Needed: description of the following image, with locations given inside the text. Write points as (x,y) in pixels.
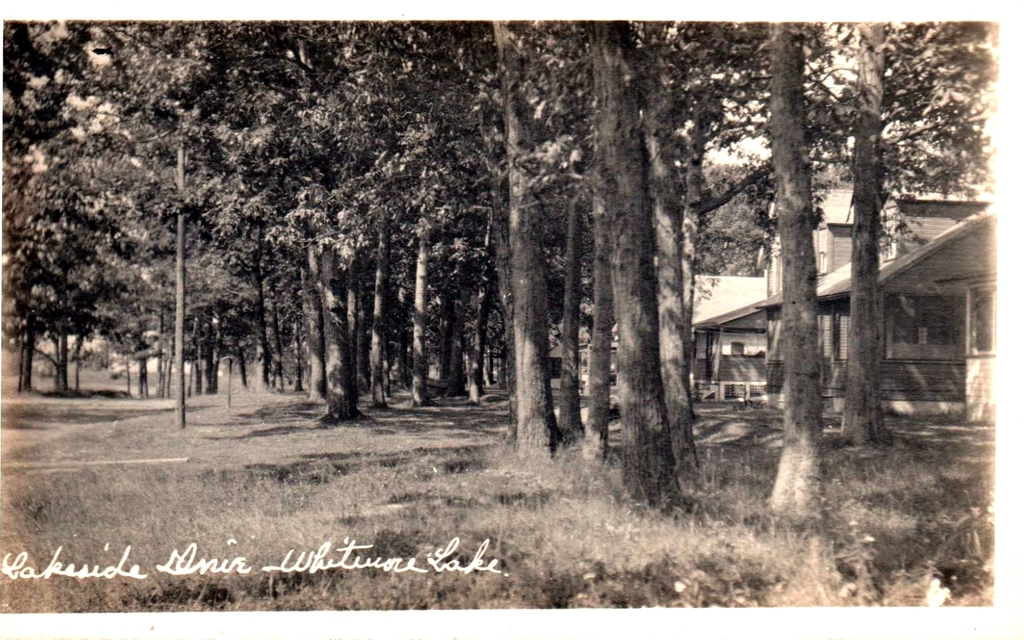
It looks like an old black and white picture. We can see houses (727,396), trees (698,187) and a sky (740,164). On the image there is a watermark (401,568).
